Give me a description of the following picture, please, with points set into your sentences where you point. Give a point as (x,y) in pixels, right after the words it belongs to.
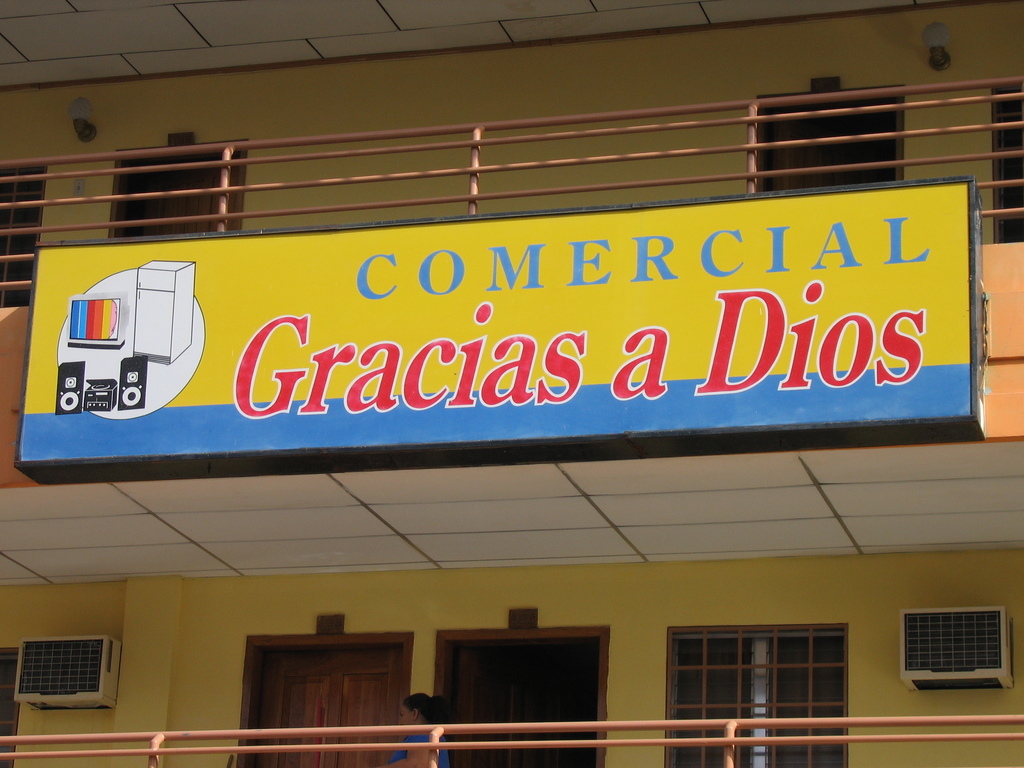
In this image I can see a building (557,634), the railing (509,140), few doors (871,100), few windows (756,637) and a huge board (341,309) which is yellow, blue, black, red and white in color to the building (556,154).
